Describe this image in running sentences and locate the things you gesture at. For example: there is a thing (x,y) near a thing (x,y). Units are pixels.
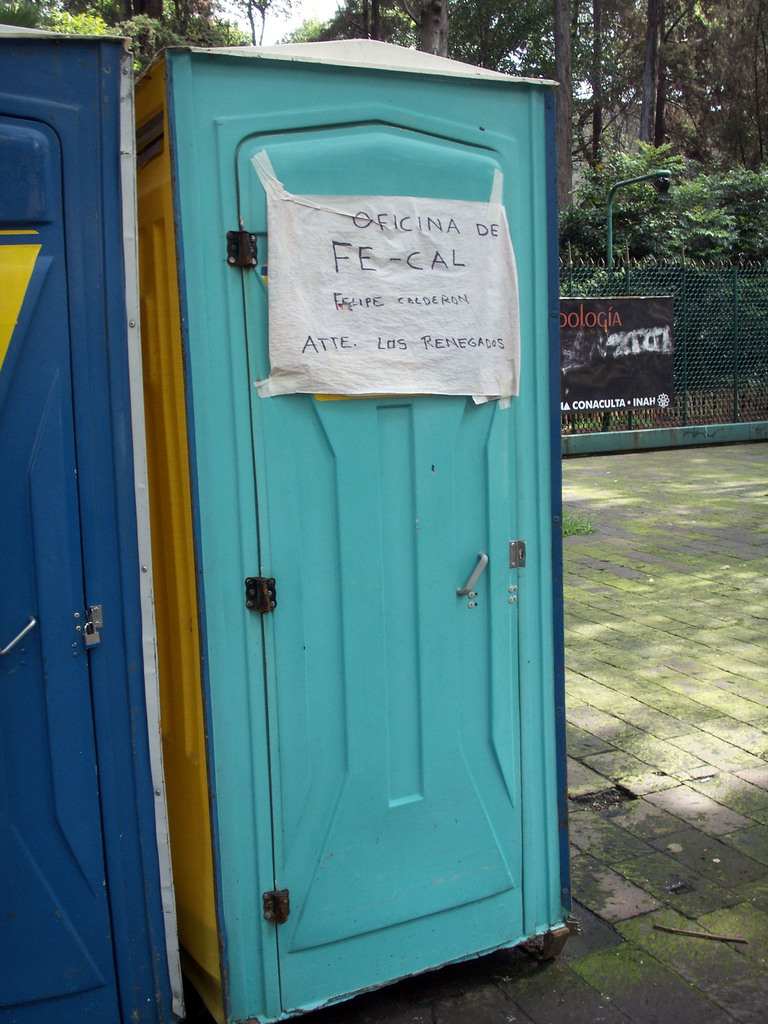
In this image we can see portable rooms (380,492), trees (586,72), mesh (614,277) and floor (613,583).
